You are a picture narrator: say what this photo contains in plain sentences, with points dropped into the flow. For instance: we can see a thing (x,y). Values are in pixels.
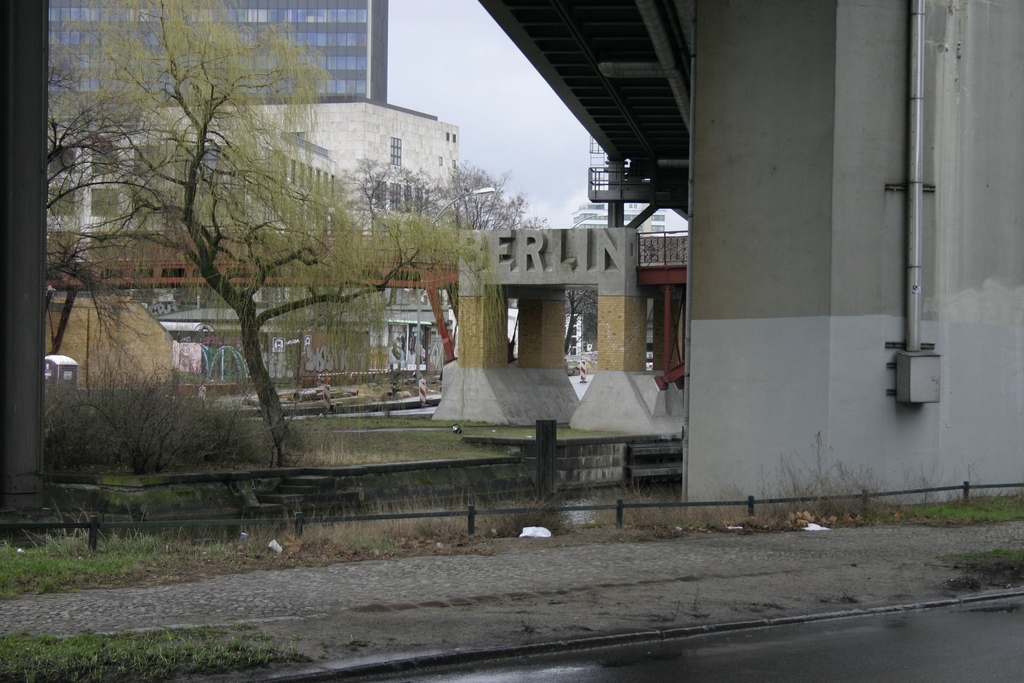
This image is taken outdoors. At the bottom of the image (485,633) there is a ground (598,611) with grass (231,645) on it. There is a floor (541,582). At the top of the image (432,68) there is the sky (513,161) with clouds (461,92) and there is a bridge (630,55) with walls (727,115) and pillars (898,123). On the right side of the image (966,414) there is a wall (991,392) and there is a pipeline (916,305). On the left side of the image (333,120) there are a few buildings (385,343). There are a few trees (275,255) and plants (177,426) with leaves (267,199), stems (198,427) and branches (416,263). There are a few objects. There is a pole (36,292). In the middle of the image (500,366) there are a few pillars (500,345) and there is a text (509,252) on the wall (540,257).
